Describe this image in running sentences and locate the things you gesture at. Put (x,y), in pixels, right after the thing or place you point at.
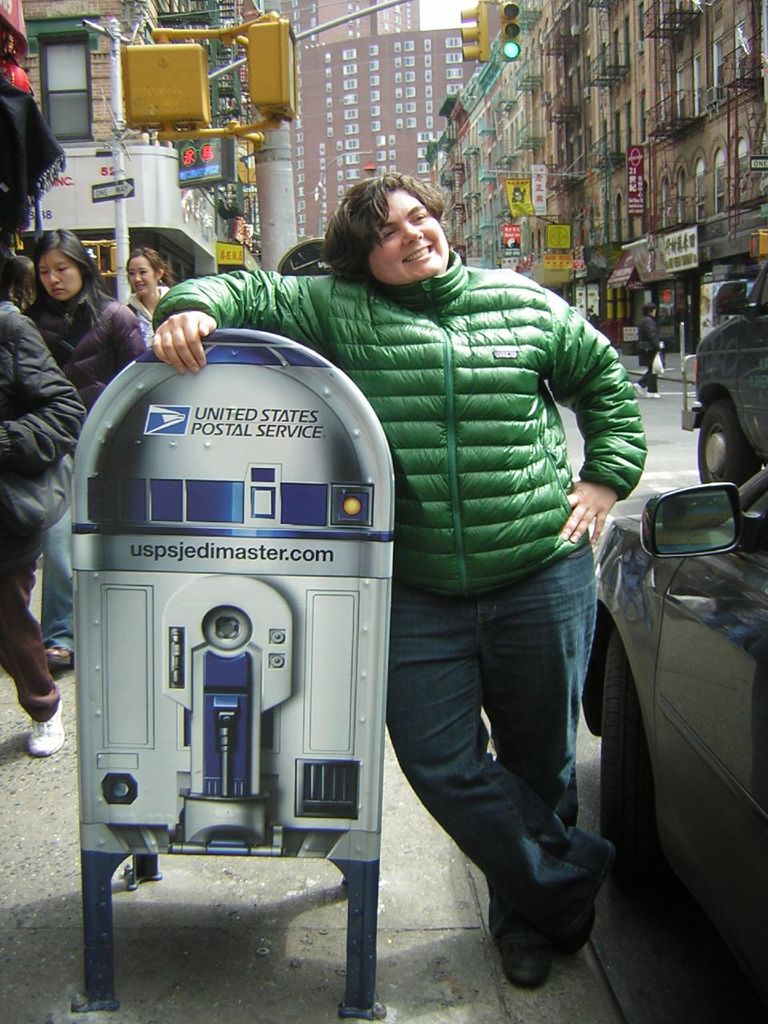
In this image, we can see few people (453,323) and vehicles (758,683). Background (482,143) there are so many buildings (496,163), poles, traffic signal (474,55), banners (635,155), posters (687,229), signboards (319,257), hoardings (671,260). In the middle (470,506), a person (472,458) is standing near the mailbox (297,569) and smiling. Right side of the image (647,376), we can see a person (649,386) is walking and holding some carry bag (659,369).
